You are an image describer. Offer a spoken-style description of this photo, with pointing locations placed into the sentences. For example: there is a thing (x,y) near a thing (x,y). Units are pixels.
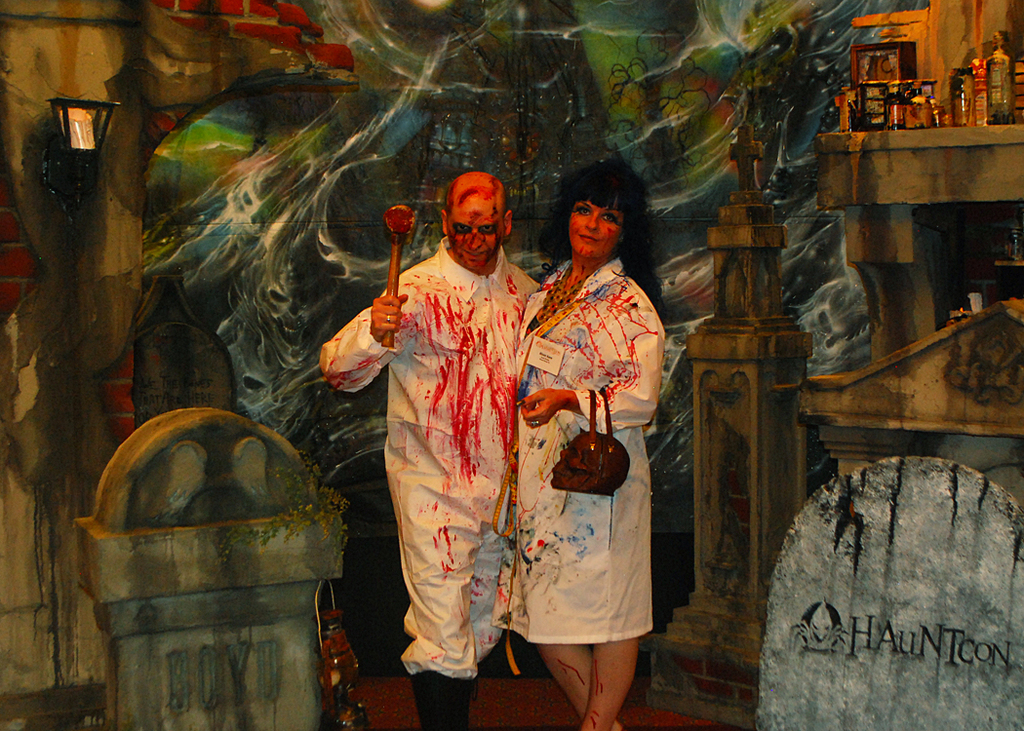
In this image we can see a man (529,279) and a woman (574,305) with a costume (449,354). Woman (583,425) is holding a bag (579,452) and man (415,274) is holding some other thing (399,259). In the back (319,207) there is a wall (367,161) with a painting (806,218). On the right side (863,519) there is an object (879,635) with a text (899,642). And there are few other things (296,635).
